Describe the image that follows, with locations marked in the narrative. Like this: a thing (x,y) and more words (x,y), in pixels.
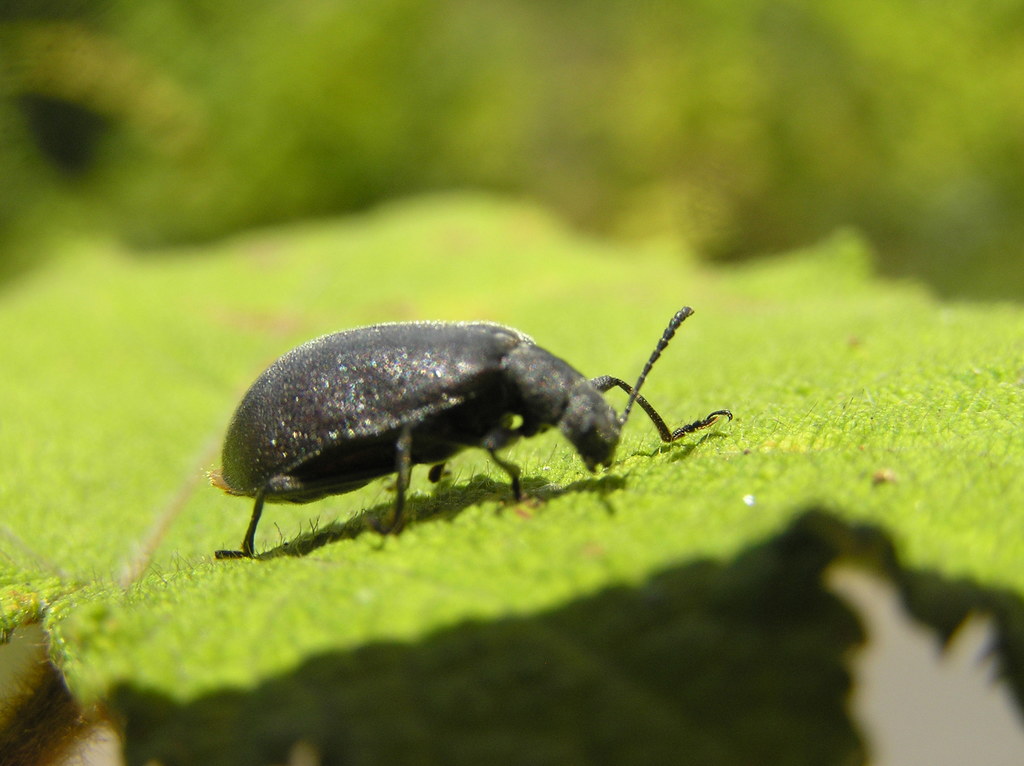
This image is taken outdoors. In this image the background (818,203) is a little blurred. In the middle of the image (402,360) there is a bug (260,386) on the leaf (400,633).
